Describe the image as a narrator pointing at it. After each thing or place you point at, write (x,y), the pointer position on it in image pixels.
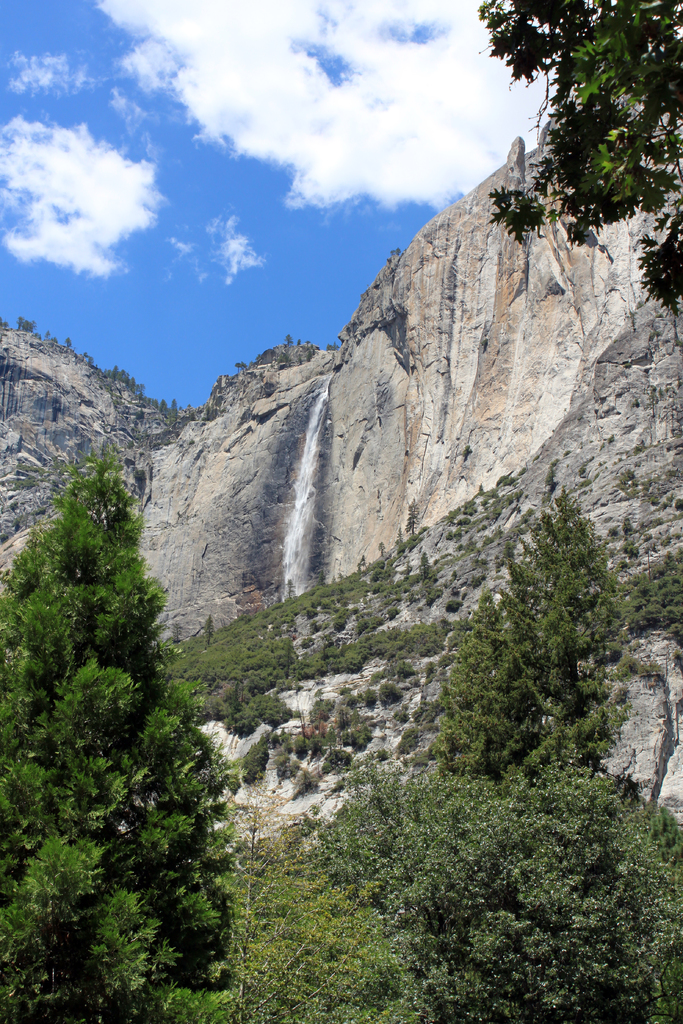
In this picture I can see there are trees (382,771) and a mountain (383,568) and the sky (345,301) is cloudy.
